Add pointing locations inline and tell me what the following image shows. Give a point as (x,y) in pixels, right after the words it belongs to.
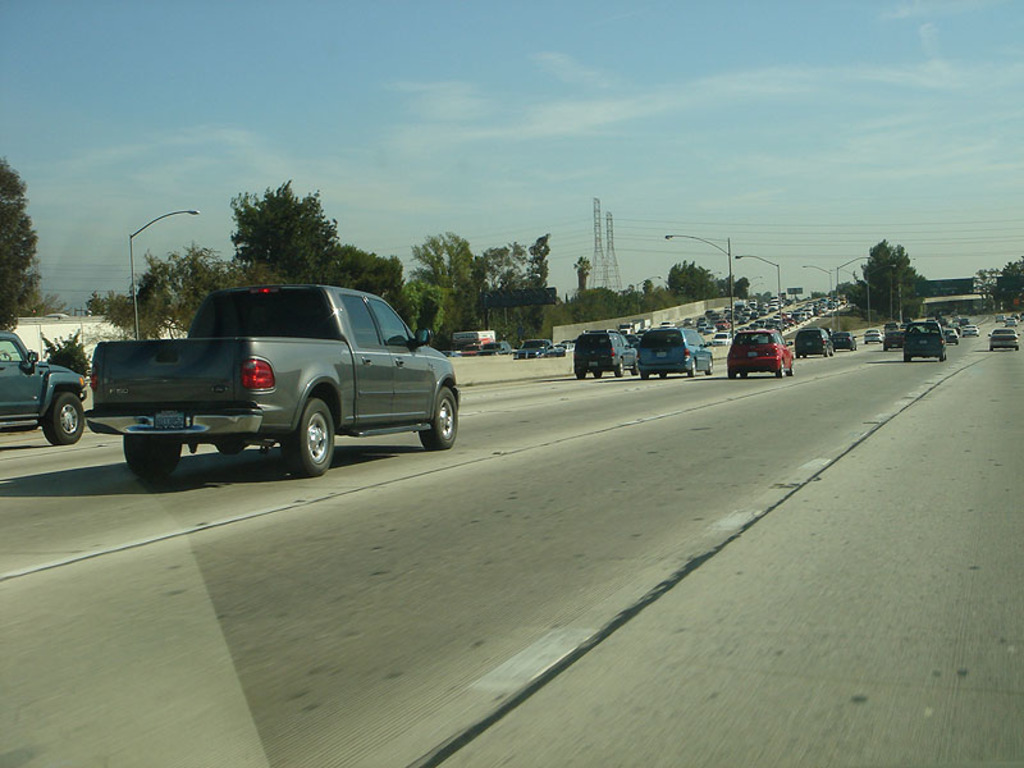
There are vehicles (62,414) on the road (581,382). There are poles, trees (580,266) and there are 2 electric poles (597,257) and wires (890,223) at the back (597,216). There is sky (501,124) at the top (567,159).
